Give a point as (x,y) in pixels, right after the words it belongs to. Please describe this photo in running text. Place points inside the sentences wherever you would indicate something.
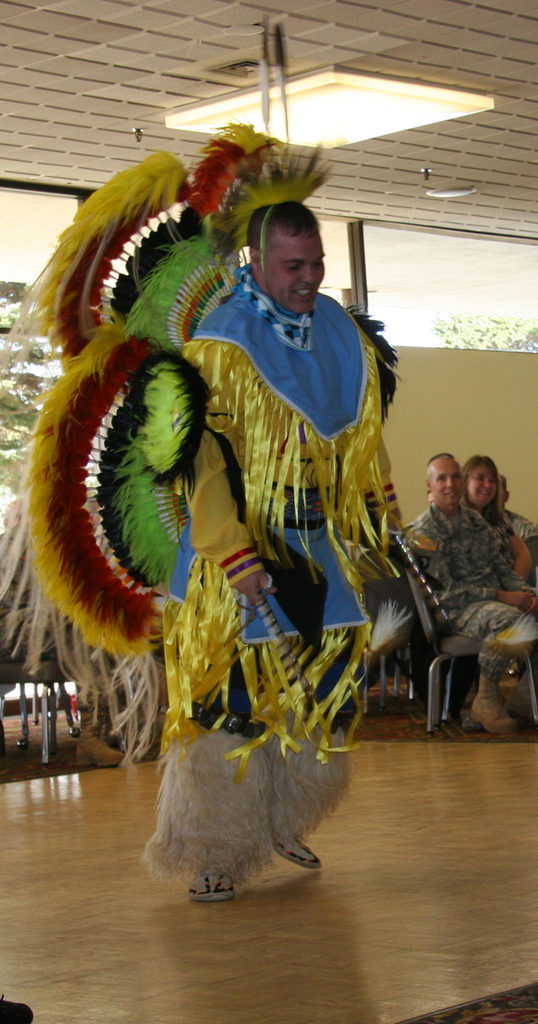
In the middle of the picture (190,506), we see a man (183,618) in yellow dress (299,450) is dancing on the stage (2,902). Beside him, we see people (455,555) sitting on the chairs (537,704) and watching the man (291,509) who is dancing. At the top of the picture (328,93), we see the ceiling (390,34) of the room (363,13). Behind him, we see a window (457,319) from which we can see trees (13,442).
